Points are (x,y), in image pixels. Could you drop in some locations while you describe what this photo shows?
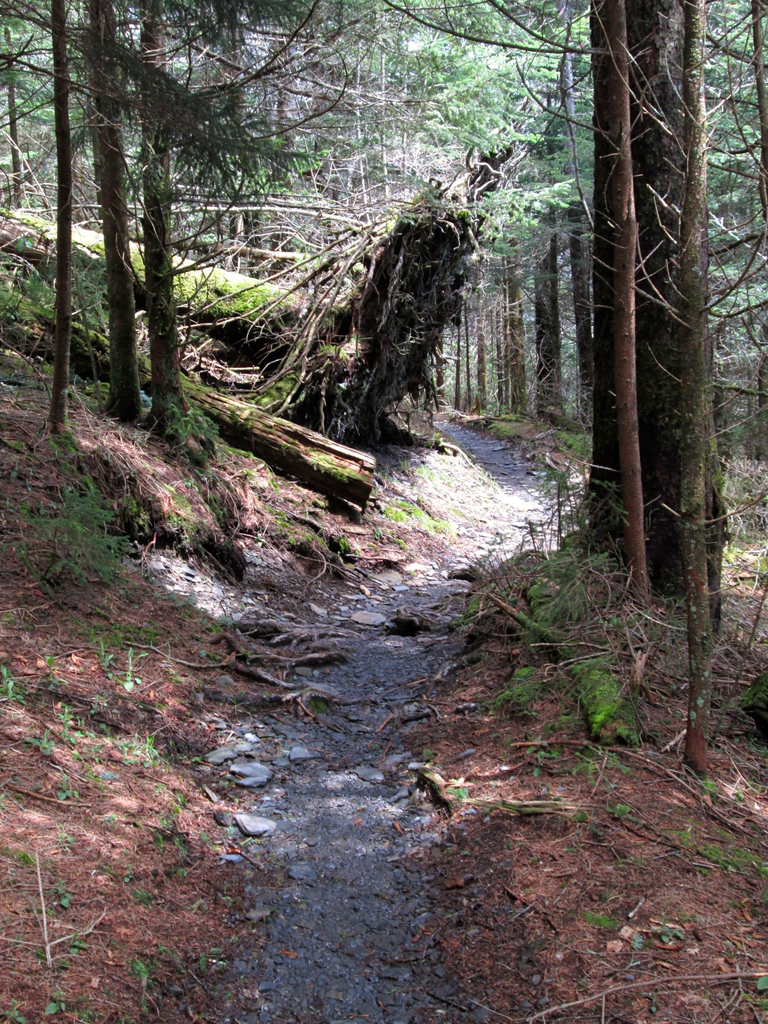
In this image there are trees (419,300). At the center of the image (466,541) there is a path (344,849).
